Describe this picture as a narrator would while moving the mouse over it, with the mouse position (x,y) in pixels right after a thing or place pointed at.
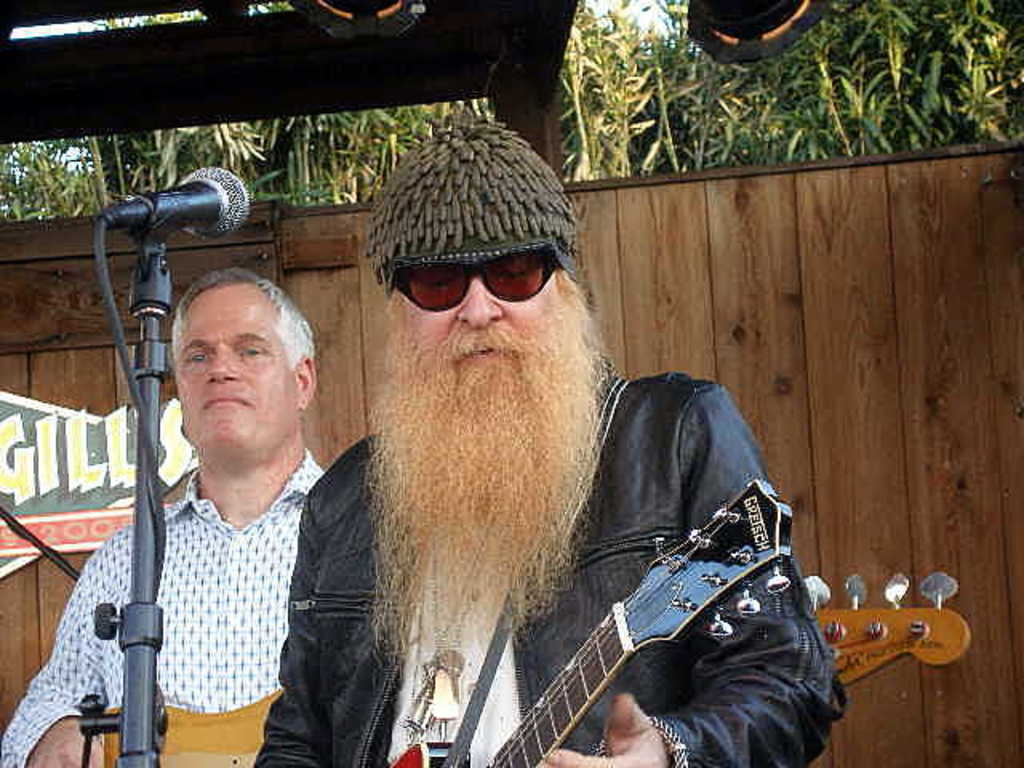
In this picture a man (605,513) in black leather jacket (624,495) with beard (570,565) holding a guitar (595,659). Beside of this person (358,563) a other man (226,578) in white shirt (217,599) is also holding a guitar (205,728) in front of this people (273,529) there is a microphone (212,222) with stand (135,441). Backside of this people (435,572) there is a wooden wall (716,232) and trees (677,134).
